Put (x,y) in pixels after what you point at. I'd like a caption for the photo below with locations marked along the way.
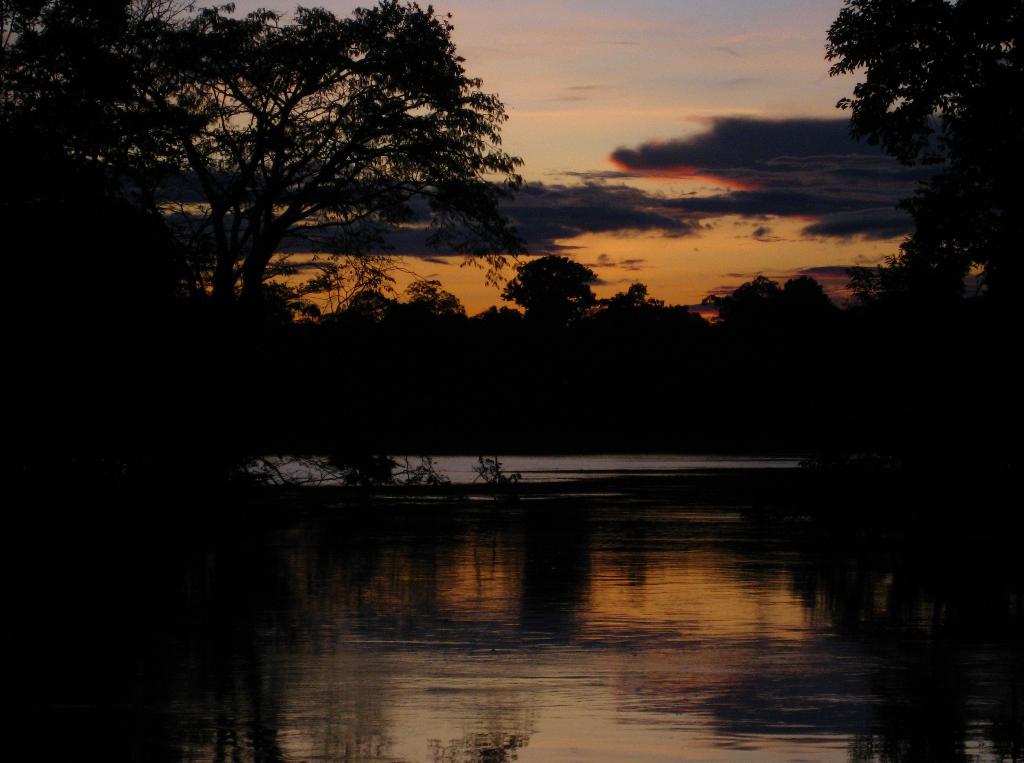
In the picture we can see the water (583,739) on either sides of the water (612,706) we can see plants (830,393), trees (389,195) and in the background (775,389) also we can see trees (726,387) and sky (570,219) with clouds (564,219).
